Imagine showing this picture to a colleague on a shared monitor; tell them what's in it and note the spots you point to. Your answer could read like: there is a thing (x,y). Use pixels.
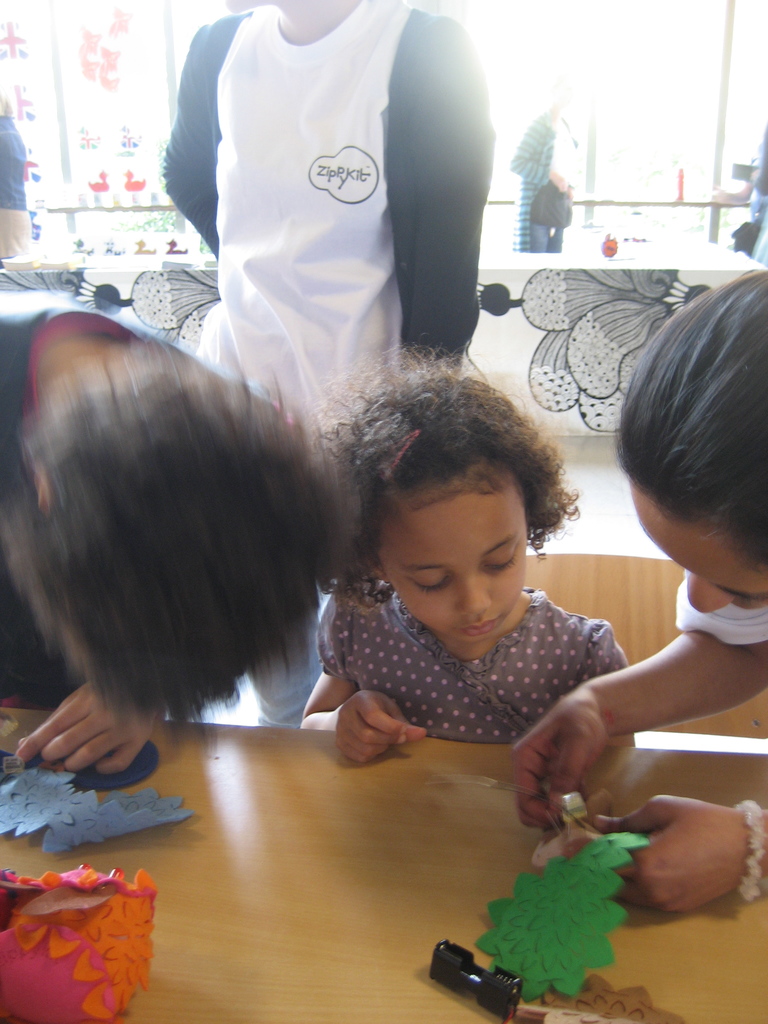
In this image we can see few persons (312,586) are standing at the table (355,808) and on the table (301,899) we can see objects (104,905) and two persons (263,437) are holding the objects (553,980) in their hands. In the background (443,197) we can see few persons (397,337) are standing, hoarding (530,333), glass doors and other objects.
